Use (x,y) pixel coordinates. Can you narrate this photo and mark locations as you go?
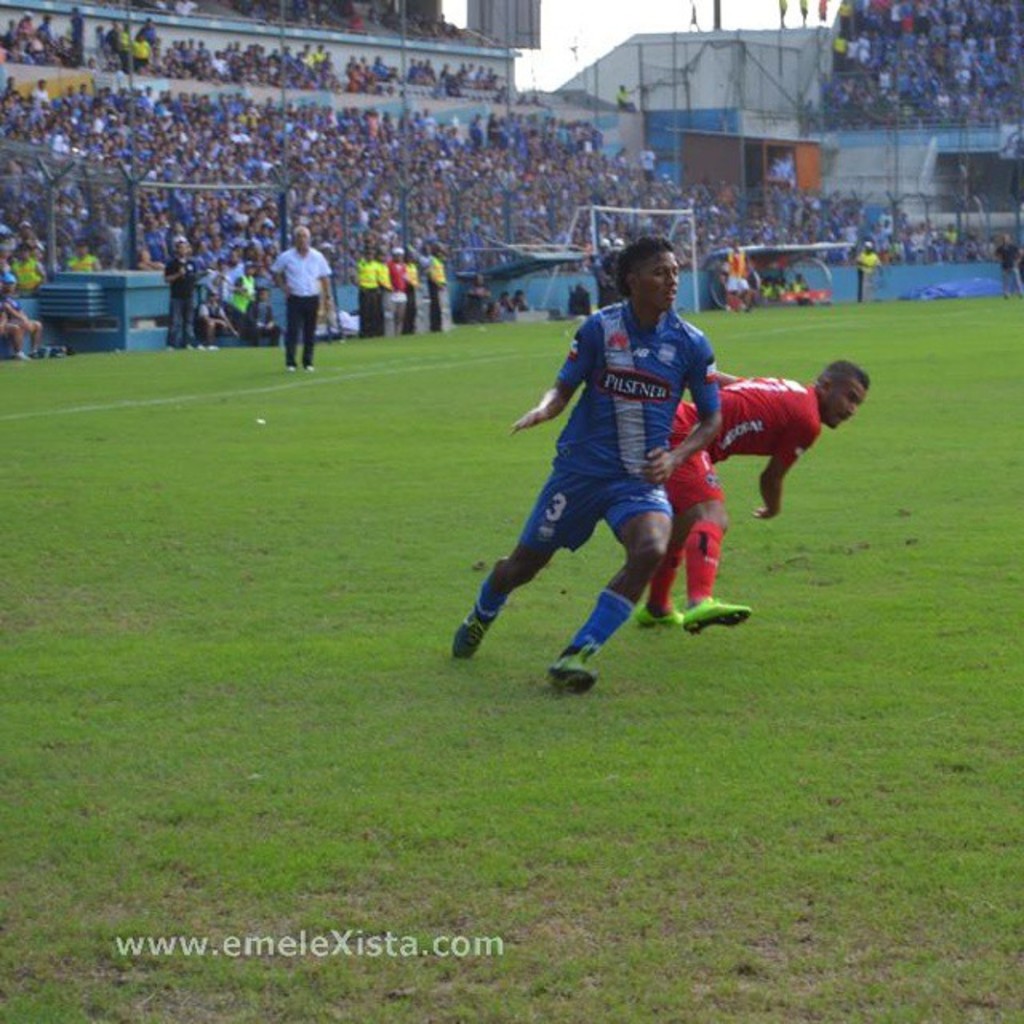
In this image, there are a few people (415,65). Among them, some people (603,375) are wearing T-shirts (568,433) and shorts (655,511). We can see the ground (610,558) covered with grass (281,544) and some objects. We can also see some poles (691,210), a board (517,20) and a tent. We can see the wall (688,51) and the sky (577,30). We can also see some text (467,954) written at the bottom (412,941).
